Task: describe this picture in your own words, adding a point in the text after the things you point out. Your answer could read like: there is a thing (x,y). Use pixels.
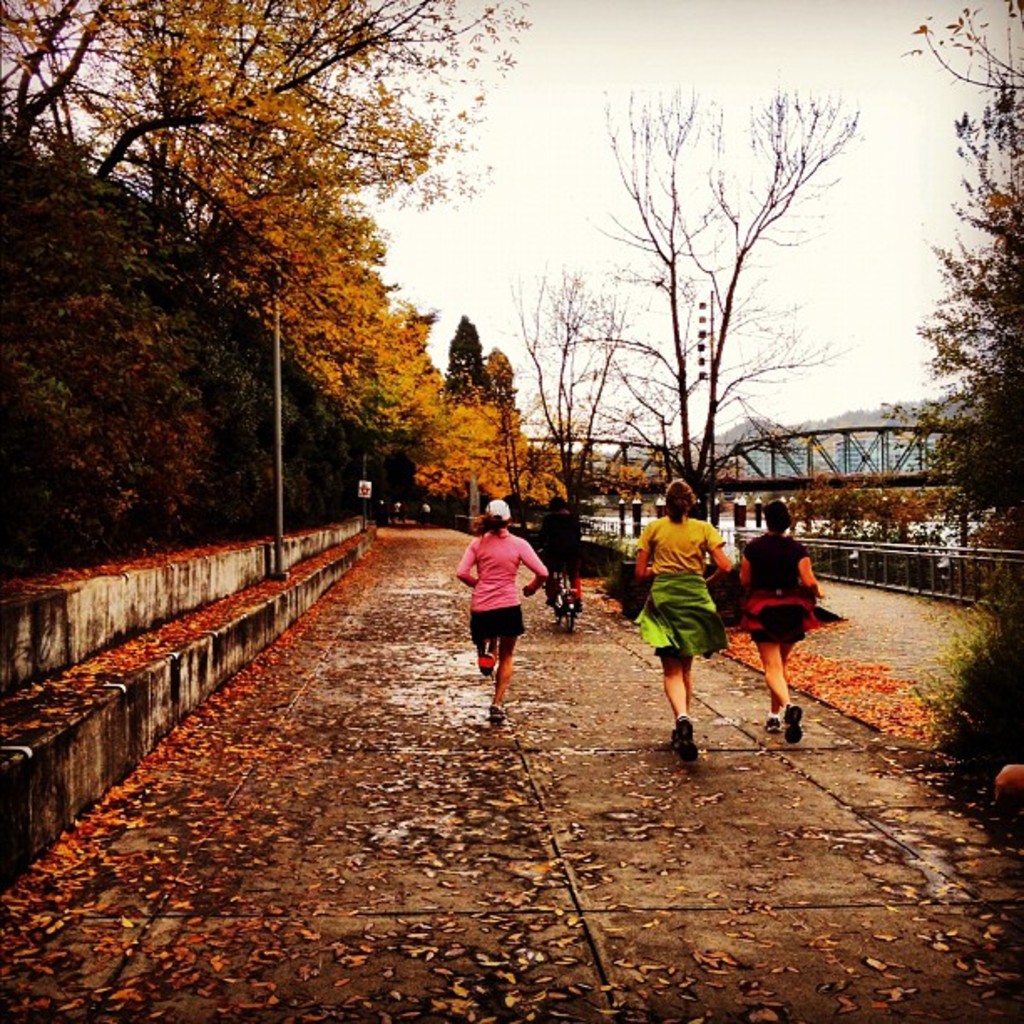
In this picture we can observe three women (806,605) running in this path (451,735). There are some dried leaves (245,784) on the land (590,652). We can observe a bridge (887,474). In the background (284,218) there are trees (319,265) and a sky (629,292).
